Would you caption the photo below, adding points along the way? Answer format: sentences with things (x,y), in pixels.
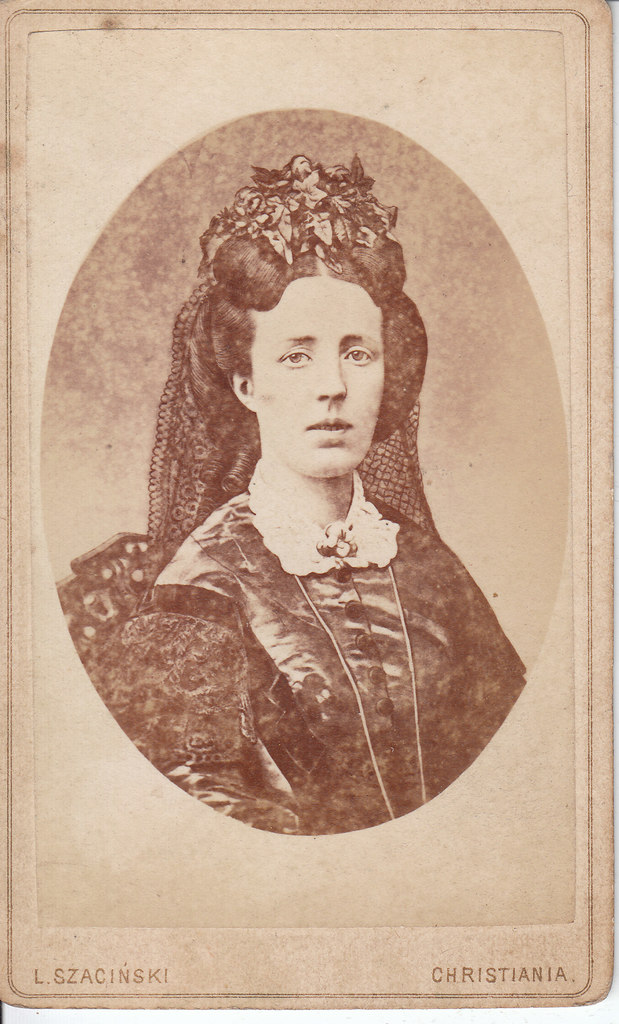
In this image we can see black and white photo of a lady (364,451). At the bottom of the image (68,983), text (538,981) is written.
